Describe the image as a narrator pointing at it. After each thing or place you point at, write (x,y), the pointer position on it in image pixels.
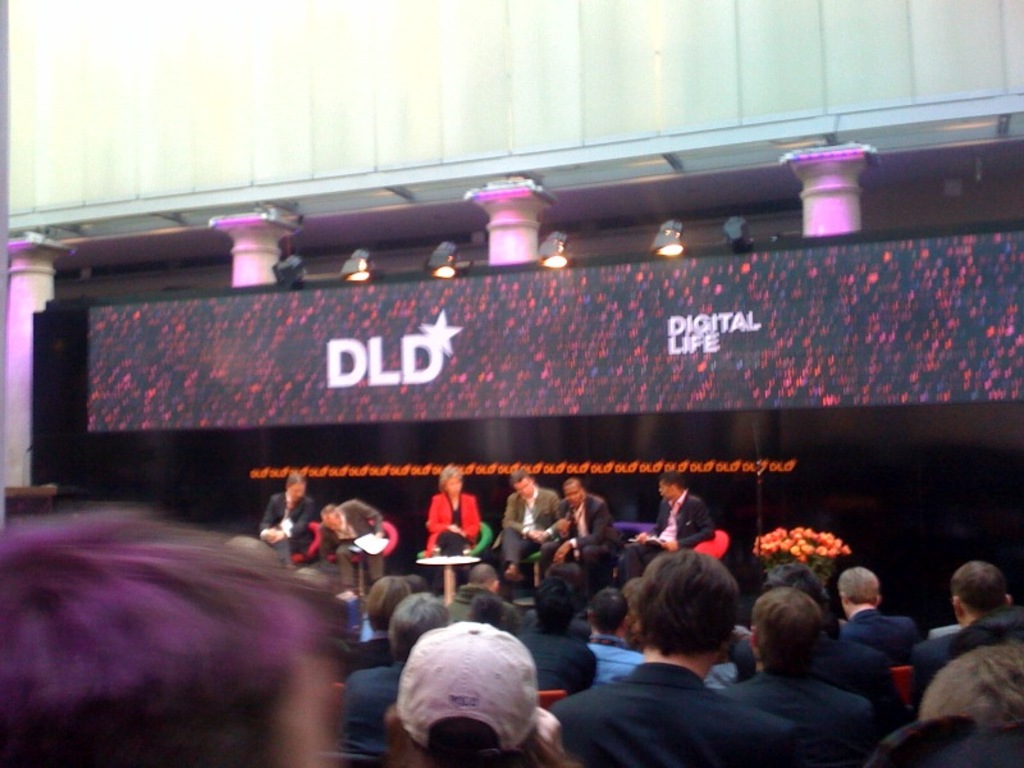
This image consists of many people (255,632). It looks like it is clicked outside. In the front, there are six persons (670,517) sitting on the dais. There is a screen (643,290) fixed to the pillars (805,172). At the top (310,110), there is a building (451,154).
